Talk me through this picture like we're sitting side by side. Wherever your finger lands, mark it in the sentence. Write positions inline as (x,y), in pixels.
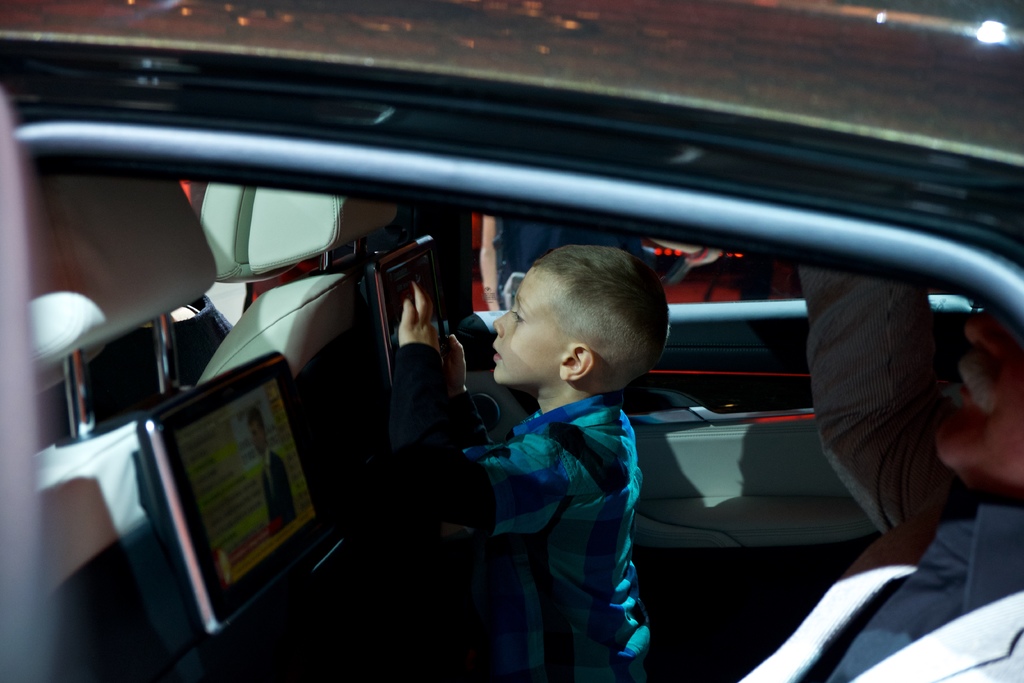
In this image we can see a child (610,462) and one man (922,492) sitting inside a vehicle (470,563), child (523,458) is looking at something and we can see two chairs (256,307) inside vehicle (335,567), there is a display (246,506) in front of the man (896,589).
